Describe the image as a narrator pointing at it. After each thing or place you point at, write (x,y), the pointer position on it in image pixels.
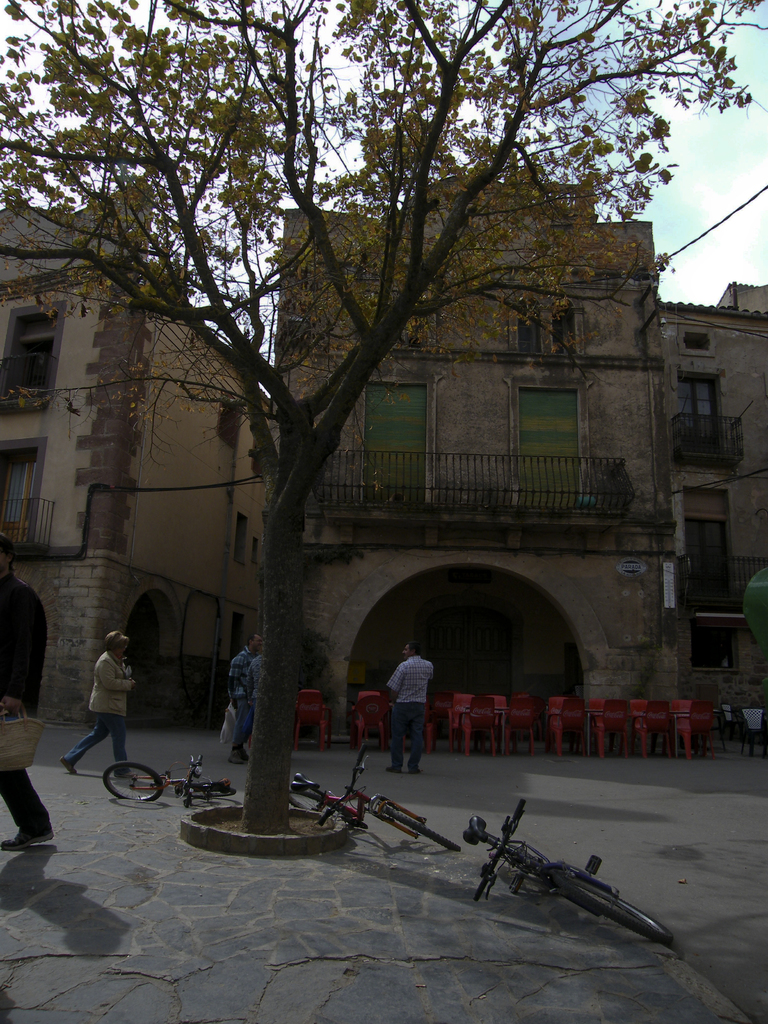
There is a sidewalk (288,965). On the sidewalk (335,957) there is a tree (258,707). Also there is a person (16,705) holding a bag (31,760). And there are cycles (349,792). Also there are few people (121,677). In the back (436,715) there are chairs (569,715), buildings (41,410) with windows (523,390) and balconies (620,487). In the background (555,167) there is sky (355,69).
